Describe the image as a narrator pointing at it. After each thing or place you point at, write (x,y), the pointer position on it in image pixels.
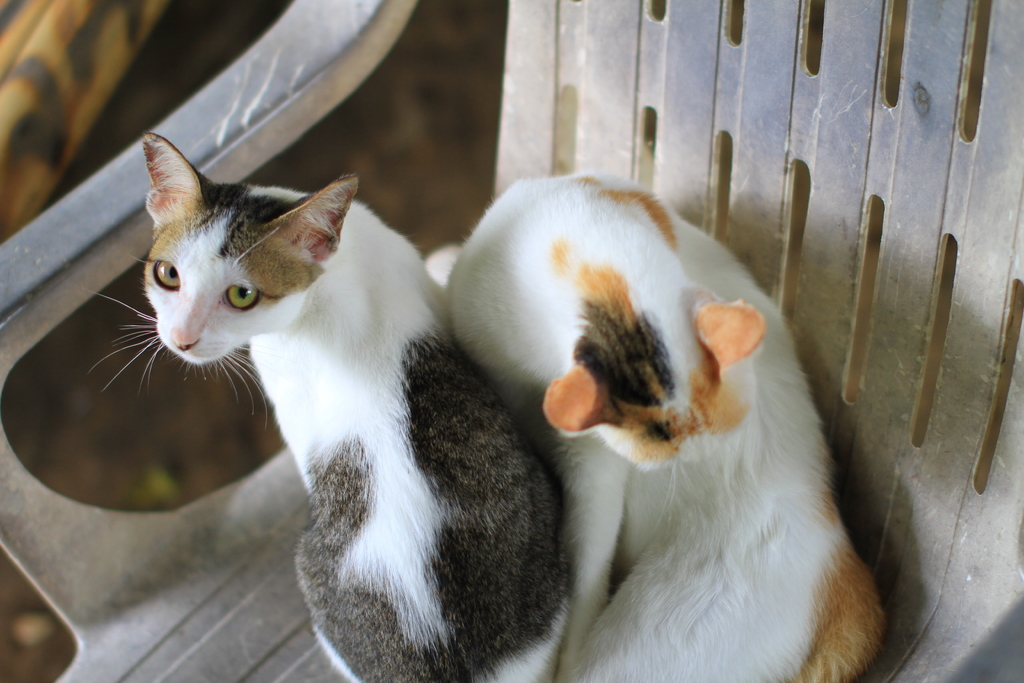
There are two cats (603,296) in white and black color combination sitting on a gray color chair (170,644). And the background (420,146) is blurred.
